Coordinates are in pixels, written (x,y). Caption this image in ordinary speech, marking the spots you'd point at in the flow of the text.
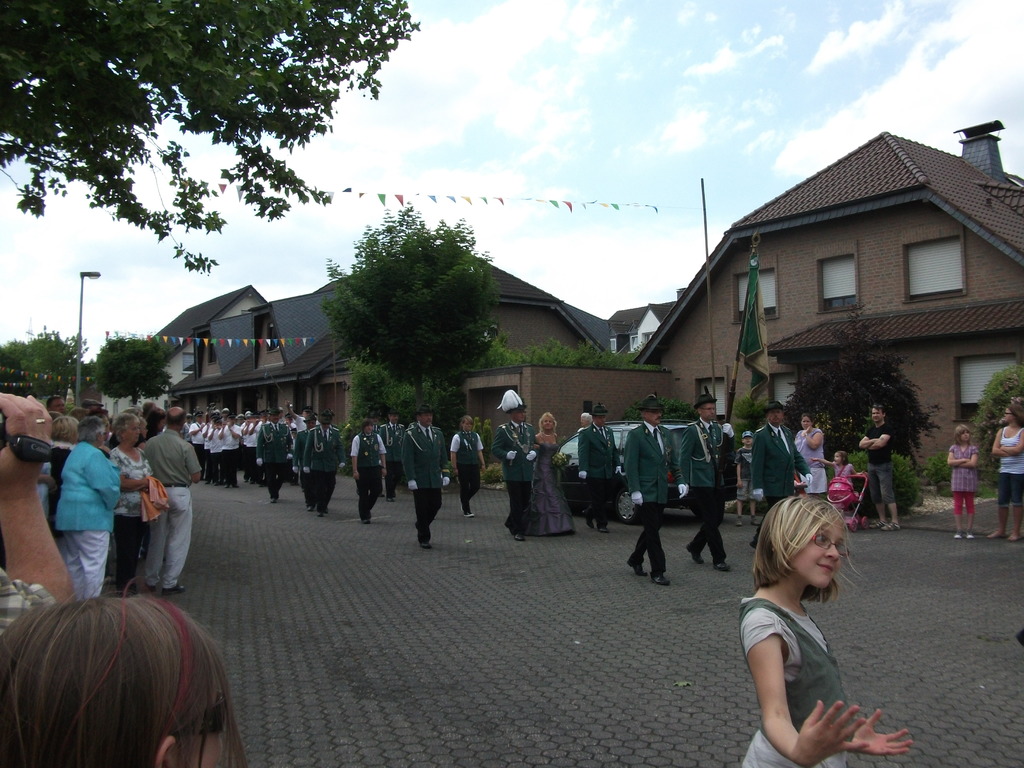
In this image there are persons (175,581) standing and walking. In the background (436,359) there are buildings (504,322), trees (389,300) and the sky (666,198) is cloudy and there are poles (82,278).
